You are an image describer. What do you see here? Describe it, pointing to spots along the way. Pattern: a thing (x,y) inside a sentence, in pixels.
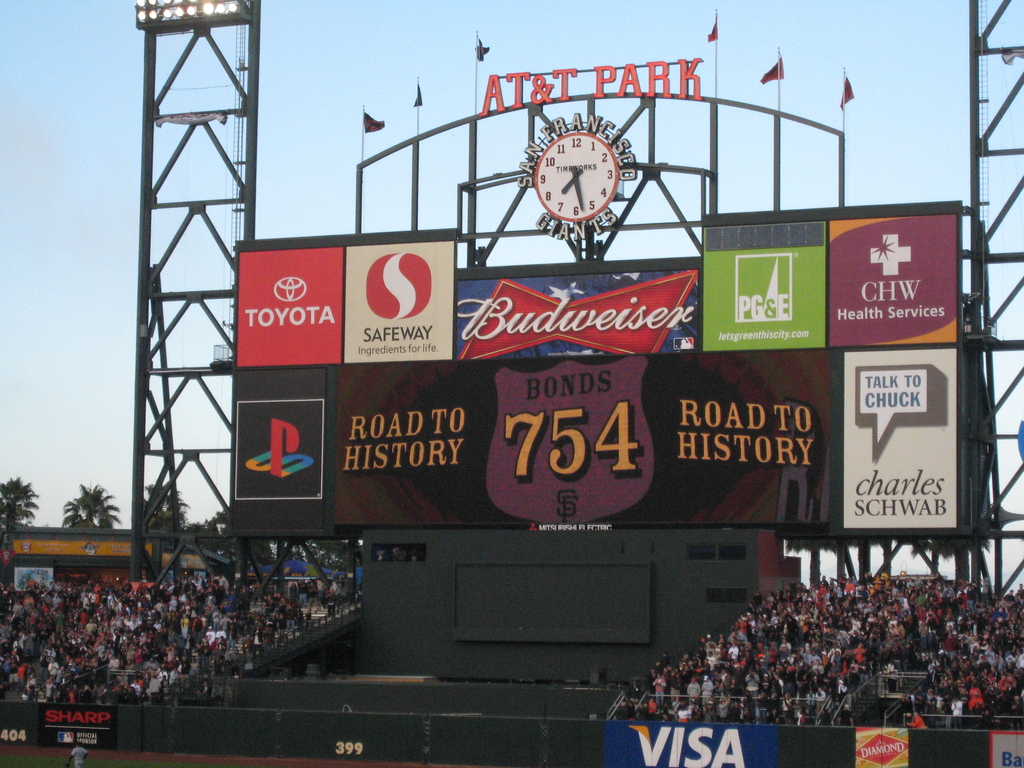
This picture might be taken in a stadium (341,673), in this image in the center (404,441) there are some boards (384,339) and some towers (1006,304) some flags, lights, and clock (539,190). On the boards (481,441) there is text (609,319), and on the right side (798,682) and left side (41,636) there are a group of people (99,665) who are sitting. And also at the bottom (747,746) there are boards (773,765), at the top of the image (288,75) there is sky (763,75).
